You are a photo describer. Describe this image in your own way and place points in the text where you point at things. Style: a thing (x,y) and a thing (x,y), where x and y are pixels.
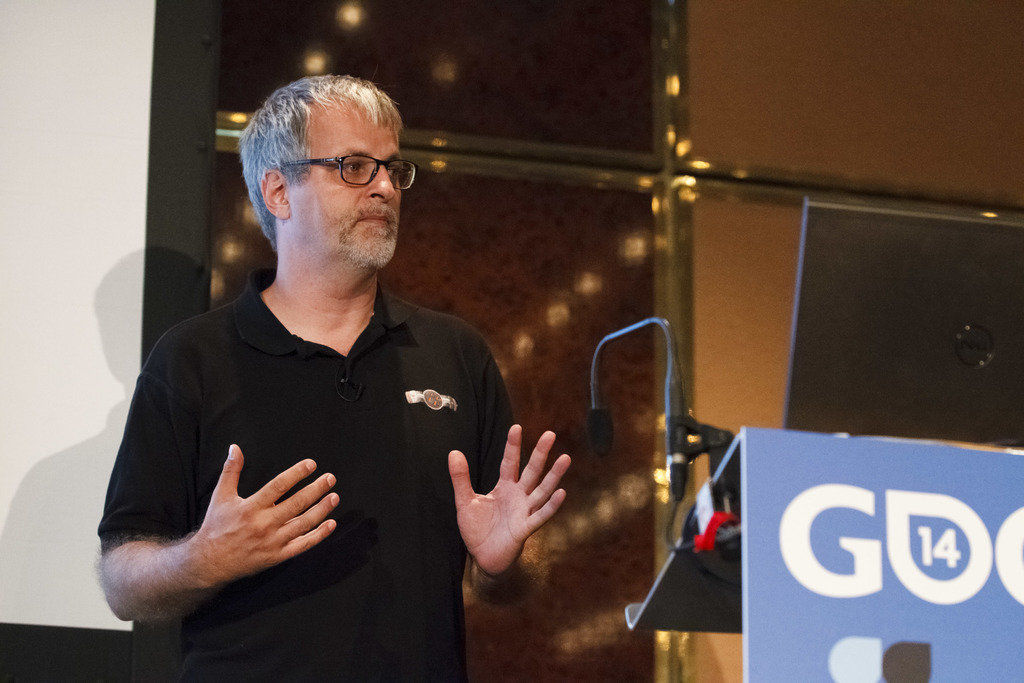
In this picture we can see a man (191,567) wore a spectacle (414,183) and standing at podium (887,643), laptop (825,220) and in the background (605,180) we can see the wall (594,165).
